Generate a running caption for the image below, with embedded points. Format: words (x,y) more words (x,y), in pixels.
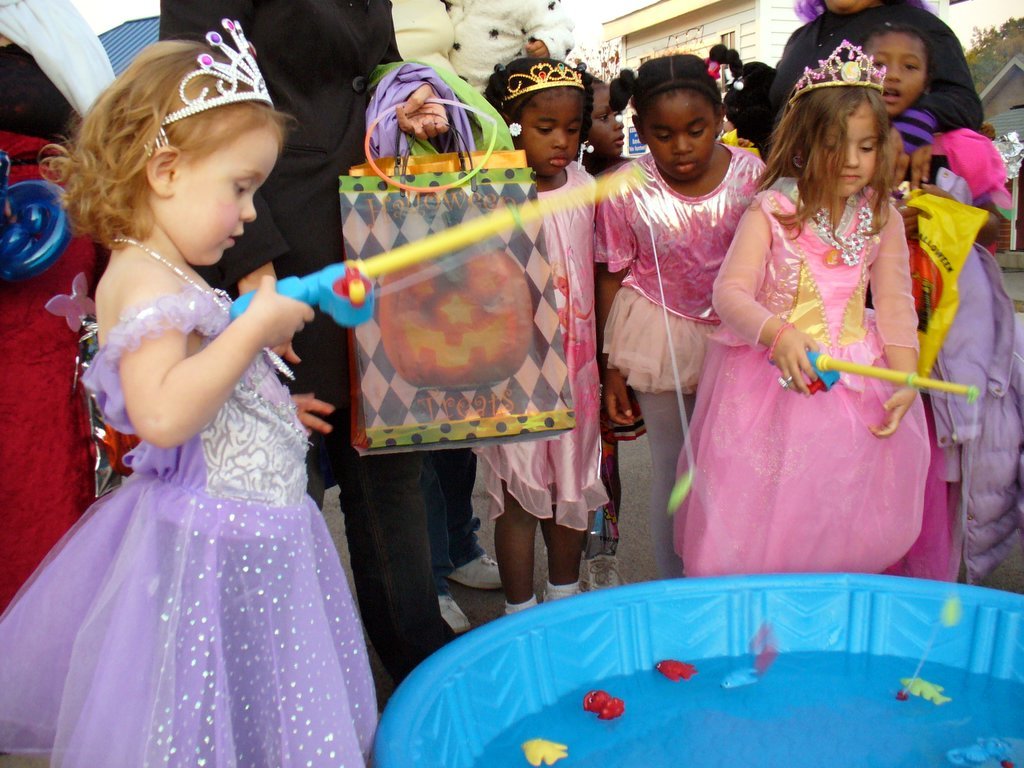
In this picture I can observe children (678,172). Most of them are girls (129,321). In the bottom of the picture (654,659) I can observe blue color water tub (635,687).
